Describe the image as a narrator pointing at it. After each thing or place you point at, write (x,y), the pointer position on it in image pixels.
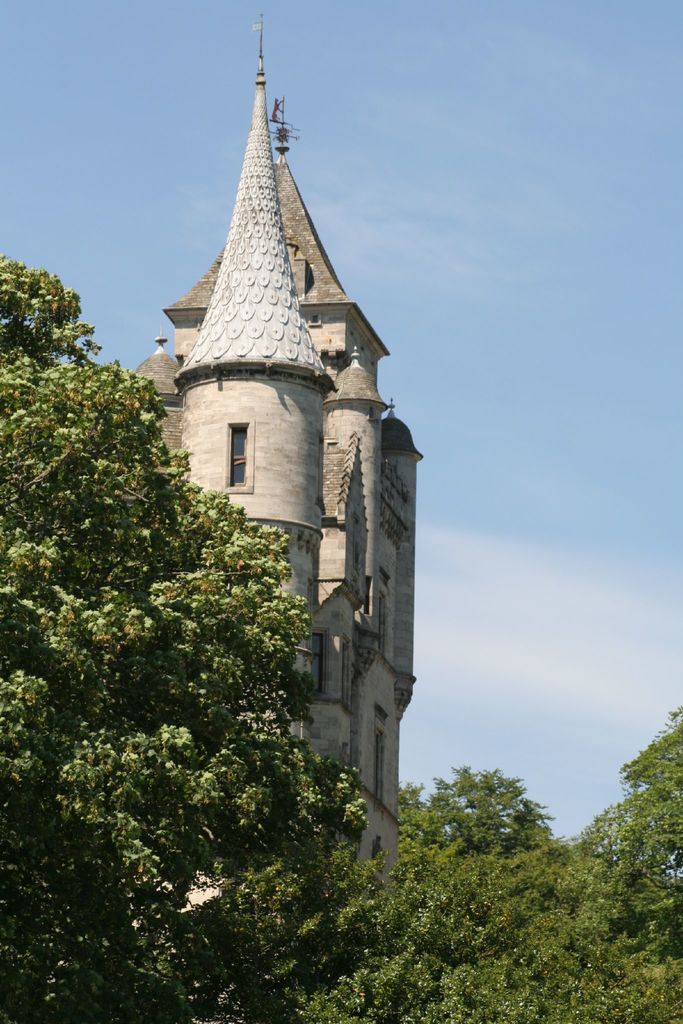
In this image we can see a building (366,552) with windows (379,727), some poles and a tower (290,486). At the bottom of the image (464,944) we can see a group of trees (458,962). At the top of the image (451,69) we can see the sky (483,61).
